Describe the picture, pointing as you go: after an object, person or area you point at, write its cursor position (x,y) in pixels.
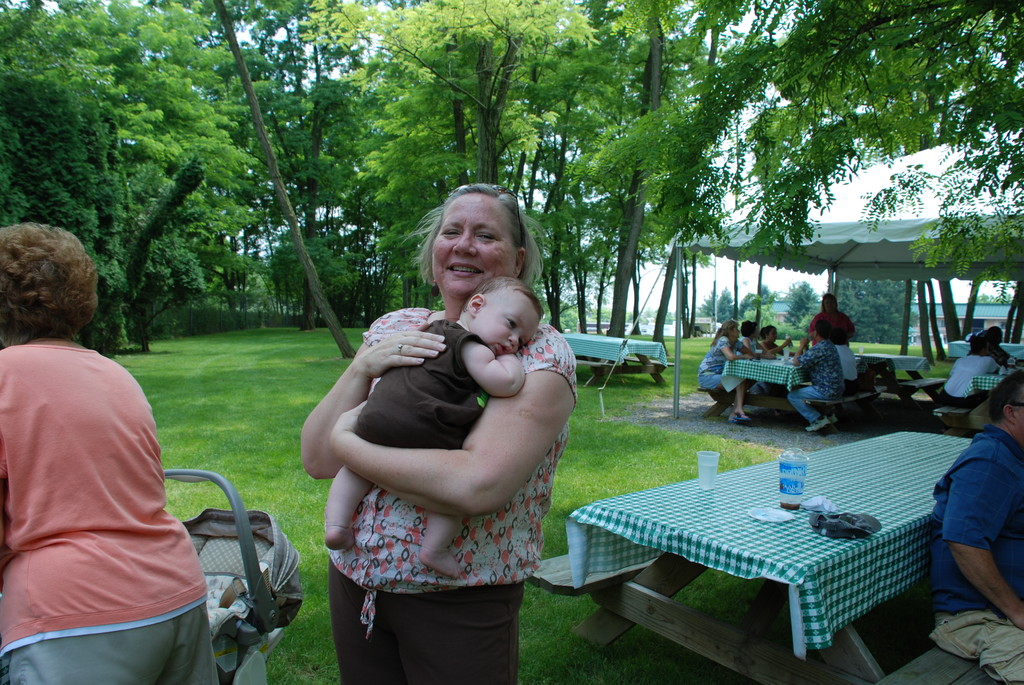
In the image we can see there is a woman (383,601) who is holding baby (467,384) in her hand (464,451) and at the back (163,138) there are lot of trees (221,130) and over there people (817,369) are sitting on chair (828,399).
